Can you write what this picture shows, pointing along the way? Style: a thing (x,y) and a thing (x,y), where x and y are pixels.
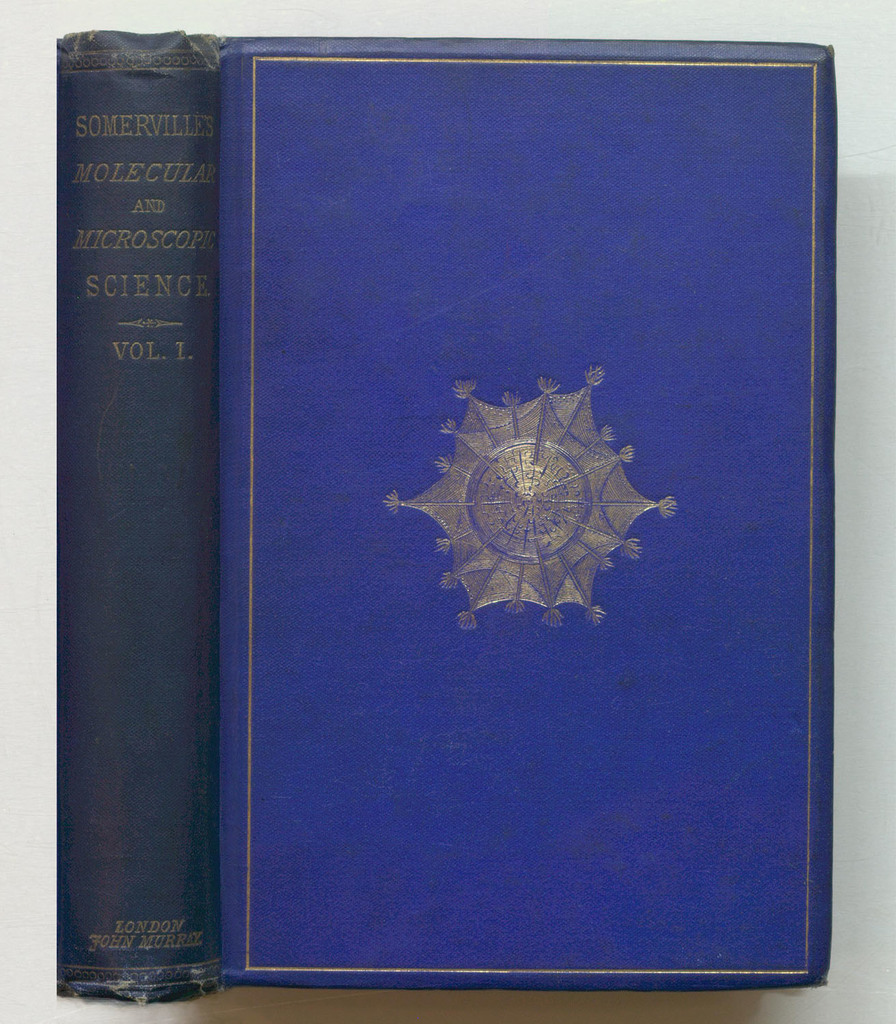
In this picture we can see a book (621,825), there is a white color background (848,708), we can see some text (143,247) here.
